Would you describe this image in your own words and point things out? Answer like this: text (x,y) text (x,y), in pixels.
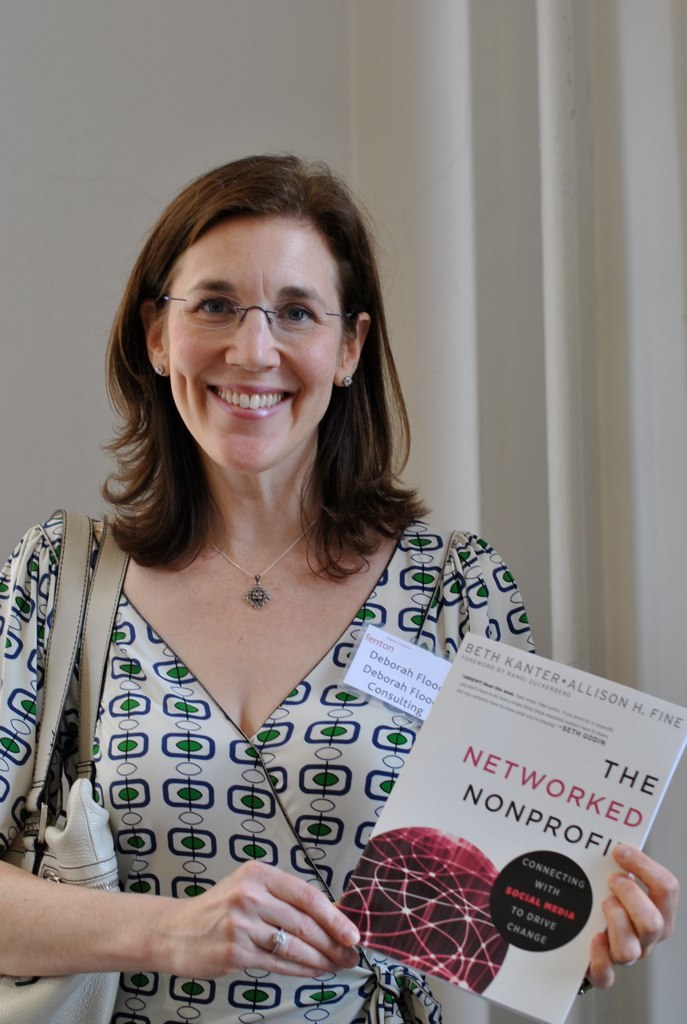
In this image one women (246,763) is standing and wearing white color dress (258,858) and holding a bag (62,836) at left side of this image (104,847) and she is holding a book (403,846) at right side of this image (469,770) and there is a wall (422,222) in the background (436,310).
